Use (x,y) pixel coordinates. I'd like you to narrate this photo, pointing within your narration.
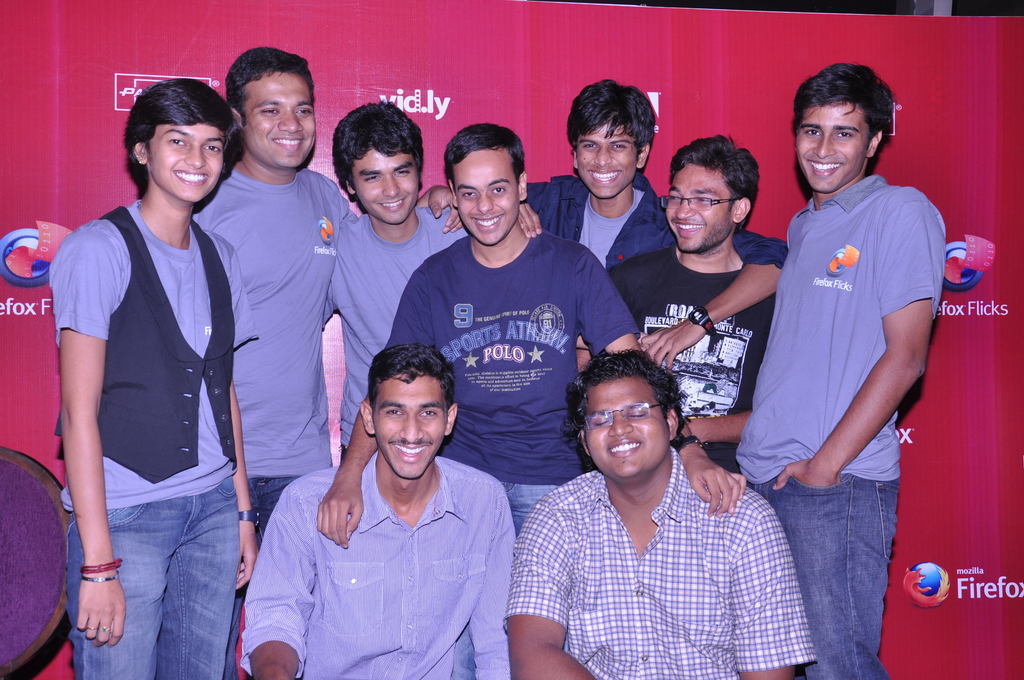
In the center of the image (680,296) we can see some people (652,473) are standing and some of them are sitting and smiling. In the background of the image (744,93) we can see the board (1009,175). On the board (1010,195) we can see the logos (959,244) and text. In the bottom left corner (30,563) we can see a chair (64,549).
